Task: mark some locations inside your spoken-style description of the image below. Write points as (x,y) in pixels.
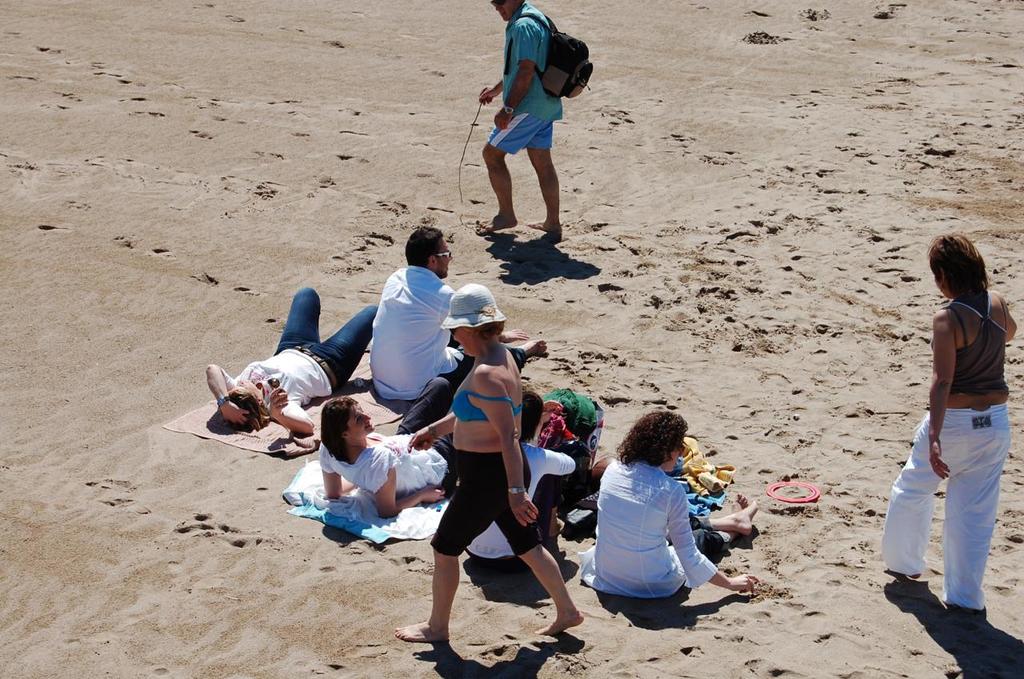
There are people (948,454), few people (498,352) walking and few people (425,297) sitting. This man (544,167) carrying a bag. We can see clothes (378,520) and objects (795,482) on sand (528,164).
